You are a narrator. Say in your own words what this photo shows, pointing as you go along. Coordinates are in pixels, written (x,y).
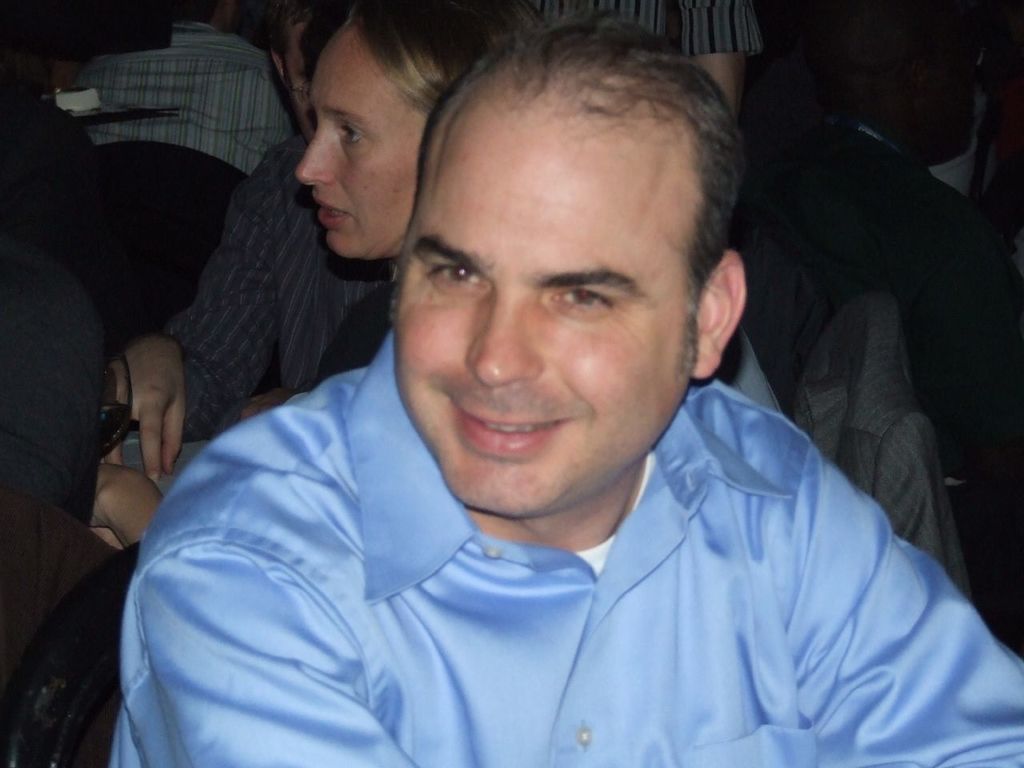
In this image there is a person (944,725) sitting in the foreground (944,718). And he is wearing blue shirt (481,668). And there are people (937,240) in the background (310,245).
